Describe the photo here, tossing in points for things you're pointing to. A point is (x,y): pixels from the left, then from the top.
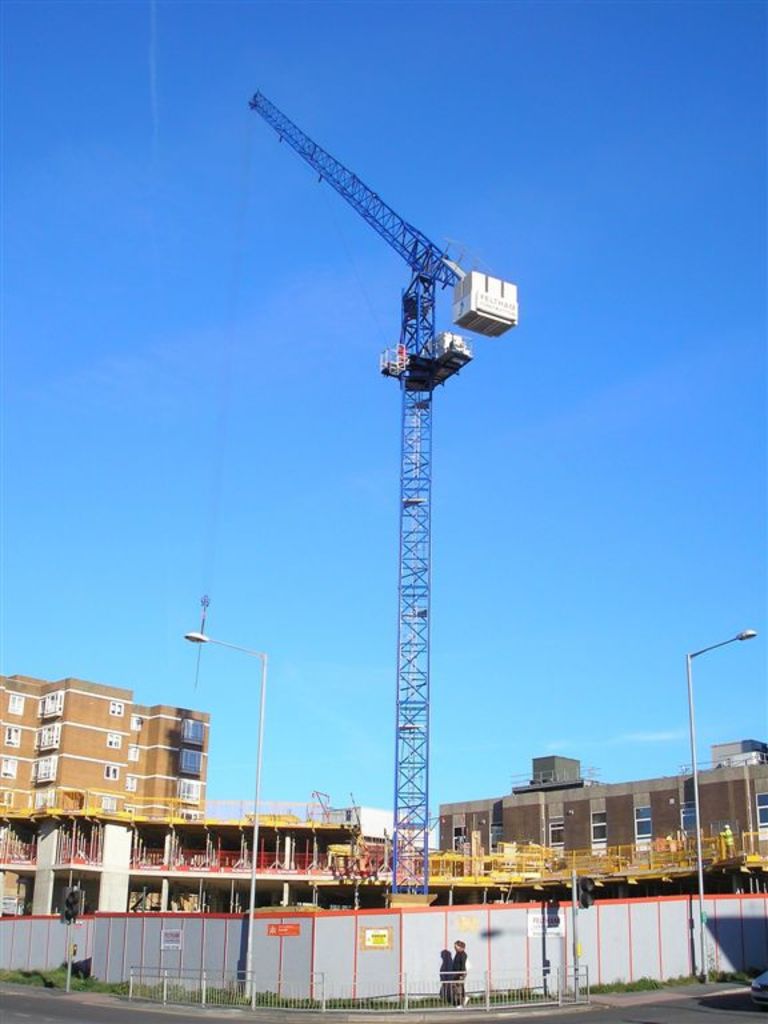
In the image we can see the building crane (412,513) and we can see there are buildings (517,832). Here we can see light poles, fence (631,903) and the sky (561,504). We can even see the person (460,968) walking and wearing clothes (443,961), and the road (65,1009).
